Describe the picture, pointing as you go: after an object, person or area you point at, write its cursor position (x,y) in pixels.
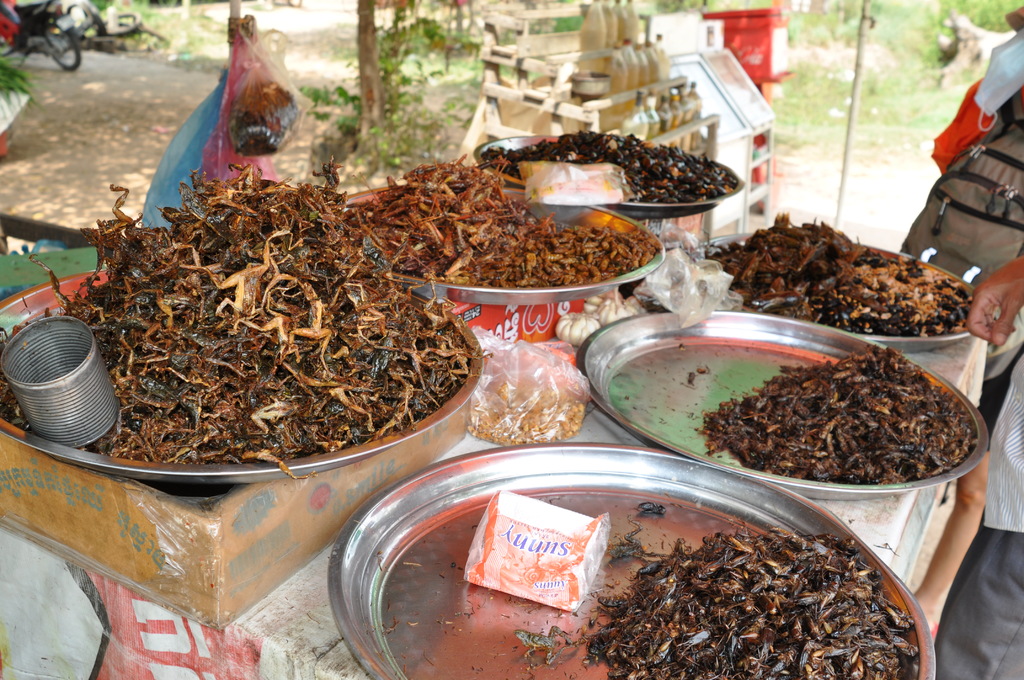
In this image there is a table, on that table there are plates (620,450), in that plates (802,481) there are food items (671,197), in the background (354,124) there are people (944,222) standing and plants (384,82).
